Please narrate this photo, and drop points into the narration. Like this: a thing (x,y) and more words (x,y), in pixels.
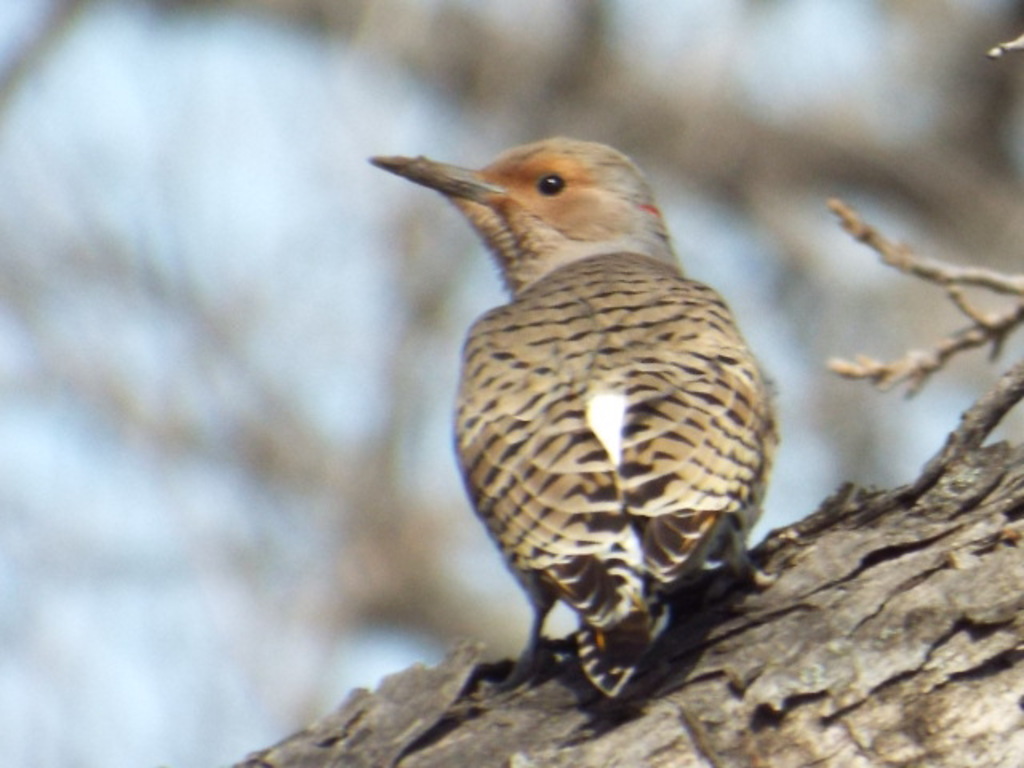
Here we can see a bird (591,265). Background (327,10) it is blur.
